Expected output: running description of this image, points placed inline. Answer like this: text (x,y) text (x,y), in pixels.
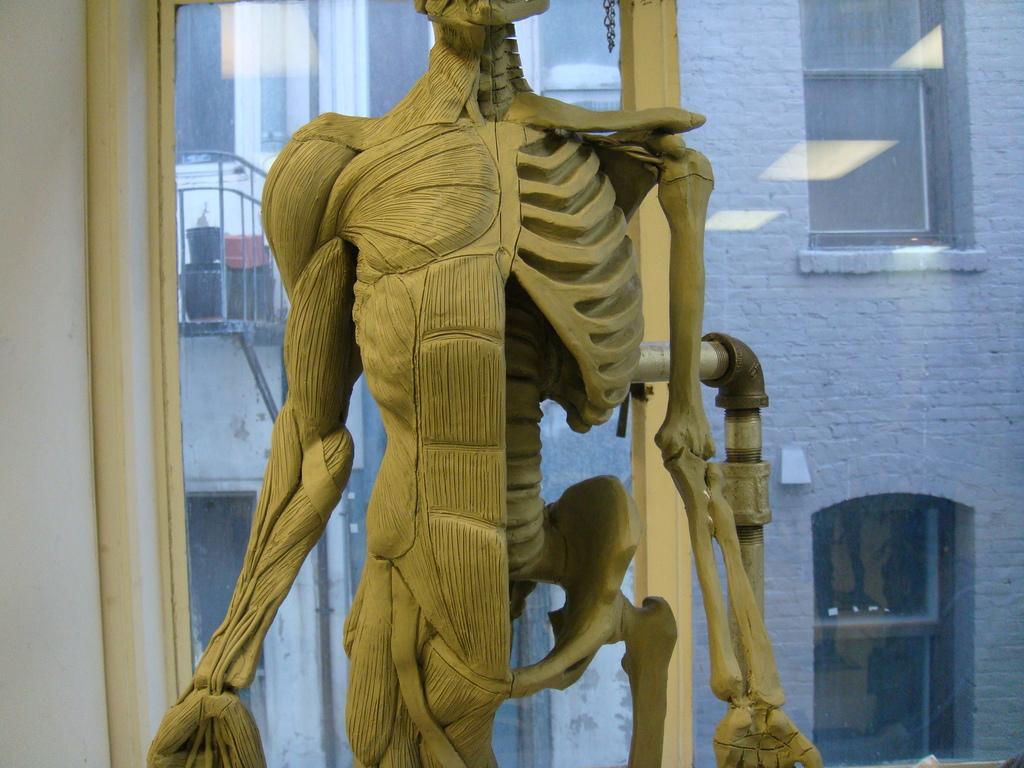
In this image we can see a skeleton (533,321), pipe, wall (60,278) and window (651,226). Through the window glass (300,87) we can see building (272,317), windows (405,80), railing (269,304) and objects (236,235).
